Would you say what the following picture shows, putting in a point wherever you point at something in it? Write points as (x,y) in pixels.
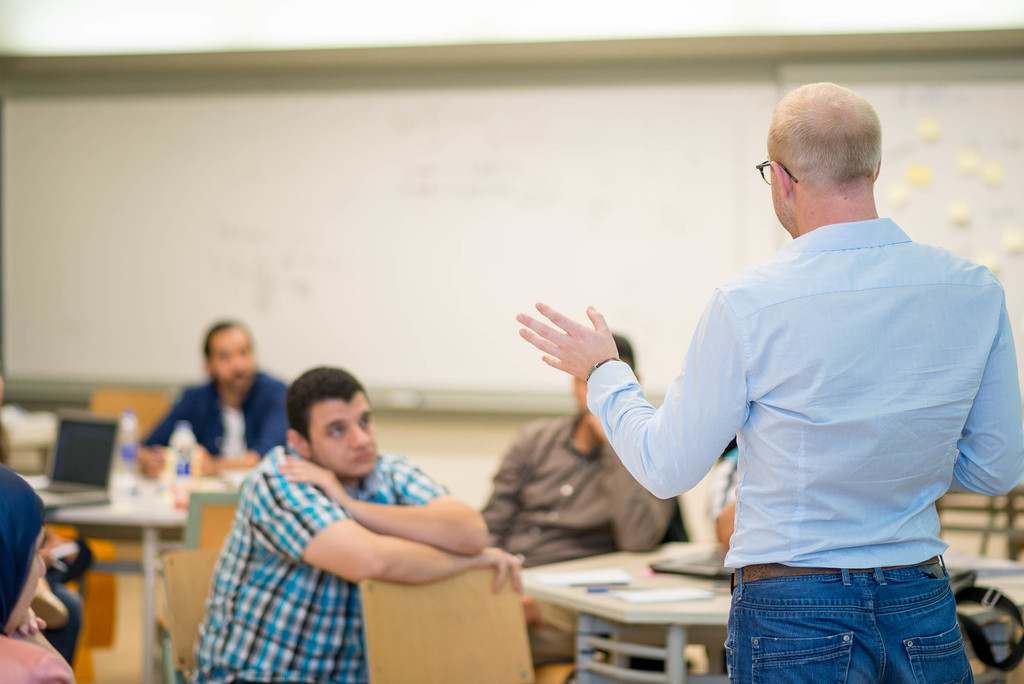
It is a classroom (488,381) the students (327,576) are sitting on the chairs (475,582), a person (844,585) is standing and teaching, in the background (541,215) there is a whiteboard (276,122).
